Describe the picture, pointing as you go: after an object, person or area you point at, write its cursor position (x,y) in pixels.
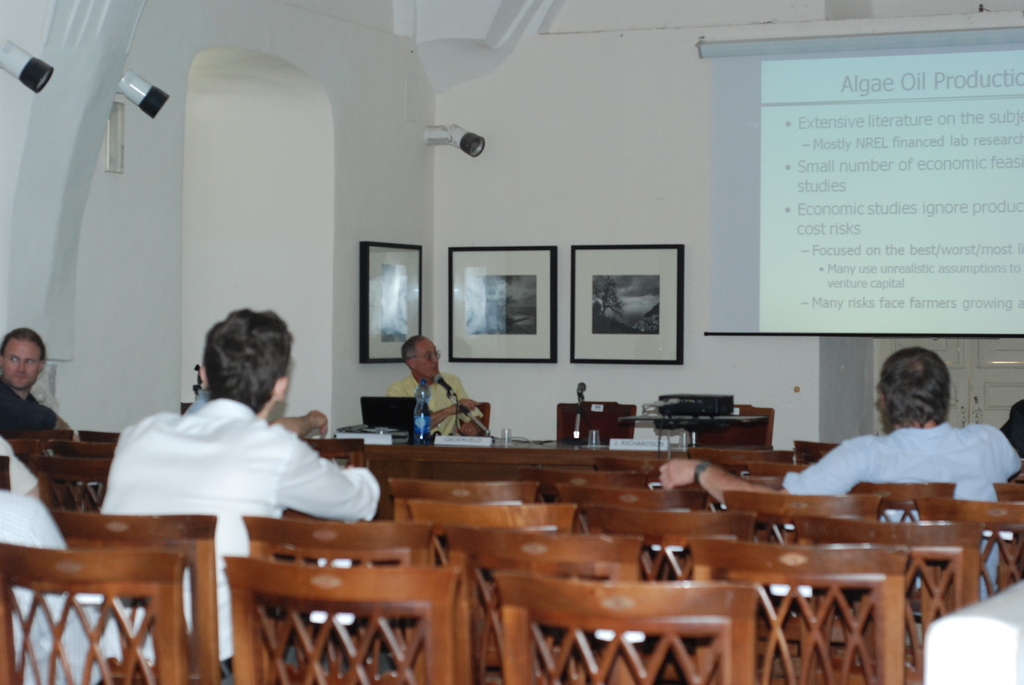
There are three people (249,491) sitting on the chairs (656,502). Here are empty chairs (389,536). This is a table (490,450) with a water bottle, laptop (396,421) name board (468,443) and some other objects (581,439) on it. I can see a man (413,344) sitting and talking on the mike (438,381). These are the photo frames (489,283) attached to the wall (441,289). This is a projector (688,402). This is the screen (851,241) hanging on the wall (135,119). At background (971,374) I can see the door (982,385) which is closed. I think these are the lights (138,96) attached to the wall (470,160).
